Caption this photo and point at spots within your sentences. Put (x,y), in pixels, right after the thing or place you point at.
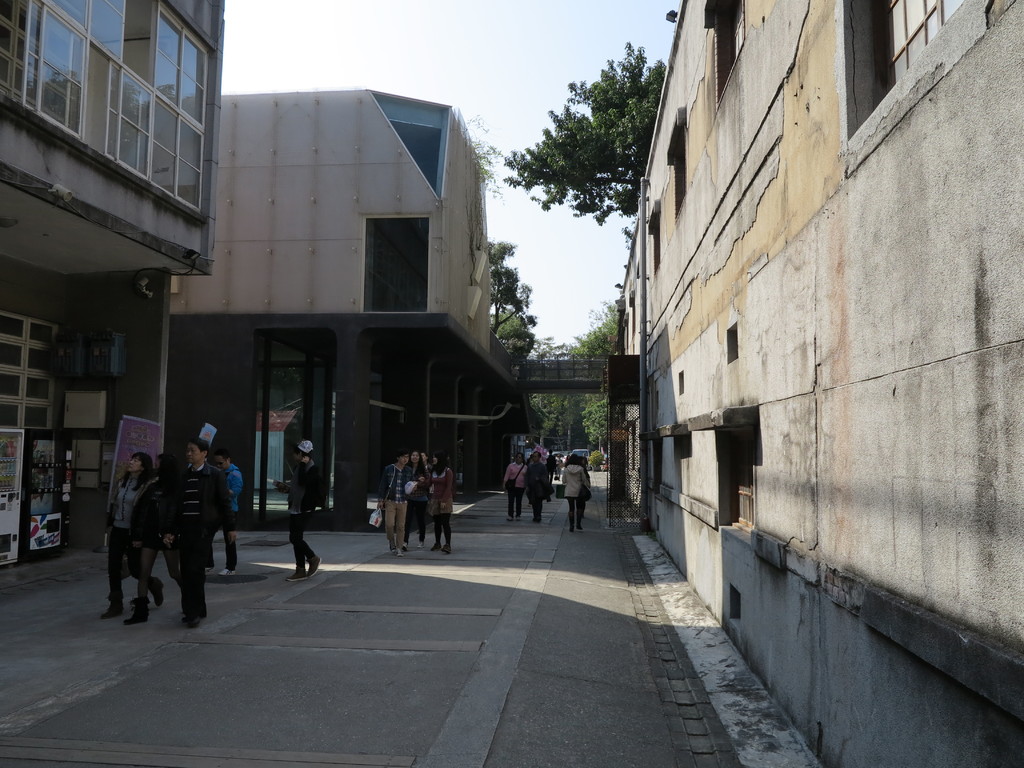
In the image I can see people (393,529) on the ground (266,537). I can also see buildings (766,494), trees (604,395) and some other objects (13,493) on the ground (327,555). In the background (423,61) I can see the sky (331,64).
